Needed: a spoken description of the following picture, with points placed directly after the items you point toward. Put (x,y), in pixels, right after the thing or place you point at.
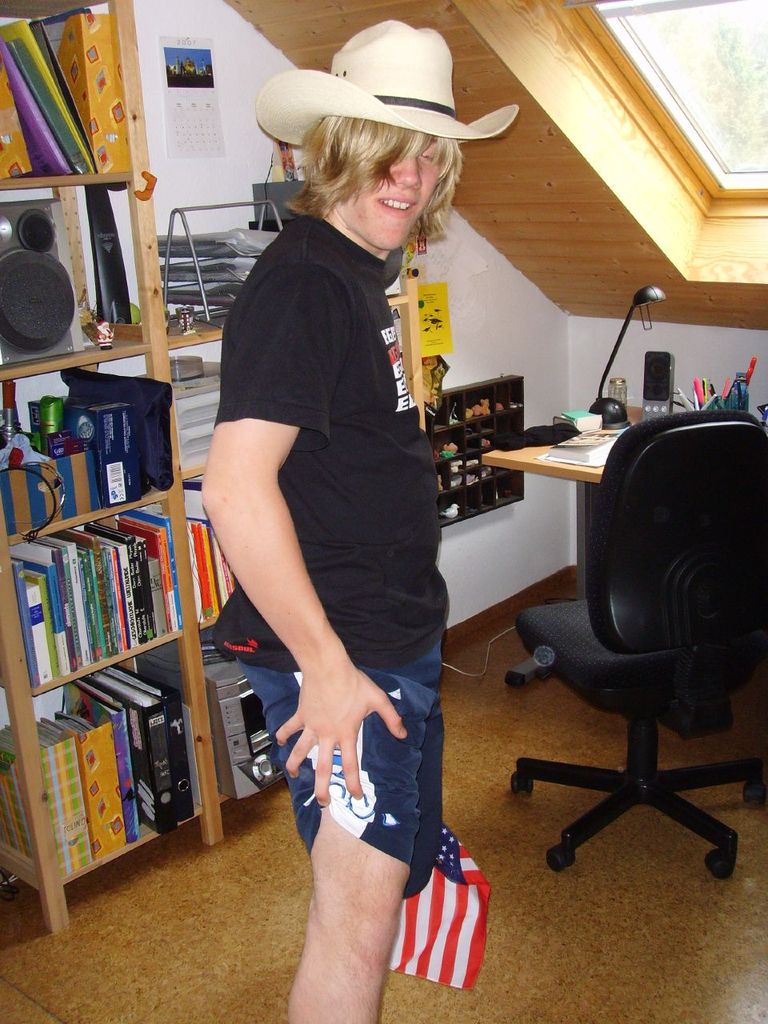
This picture is clicked inside the room (555,820). Here, we see a man (355,355) in black t-shirt (340,376) who is wearing white hat (376,73) is standing and holding flag (440,931) in his hands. Behind him, we see bunch of books (106,583) in the rack (26,369) and even speakers (3,315). Beside that, we see a wall (196,187) which is white in color and a calendar (173,39) is placed on the wall (220,178). On the right top of the picture (686,183), we see a window (700,80) and the right middle of picture (536,455), we see table (523,456) on which mobile phone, pen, book (591,431) is placed. We even see a chair (647,663) beside the table (588,497).
